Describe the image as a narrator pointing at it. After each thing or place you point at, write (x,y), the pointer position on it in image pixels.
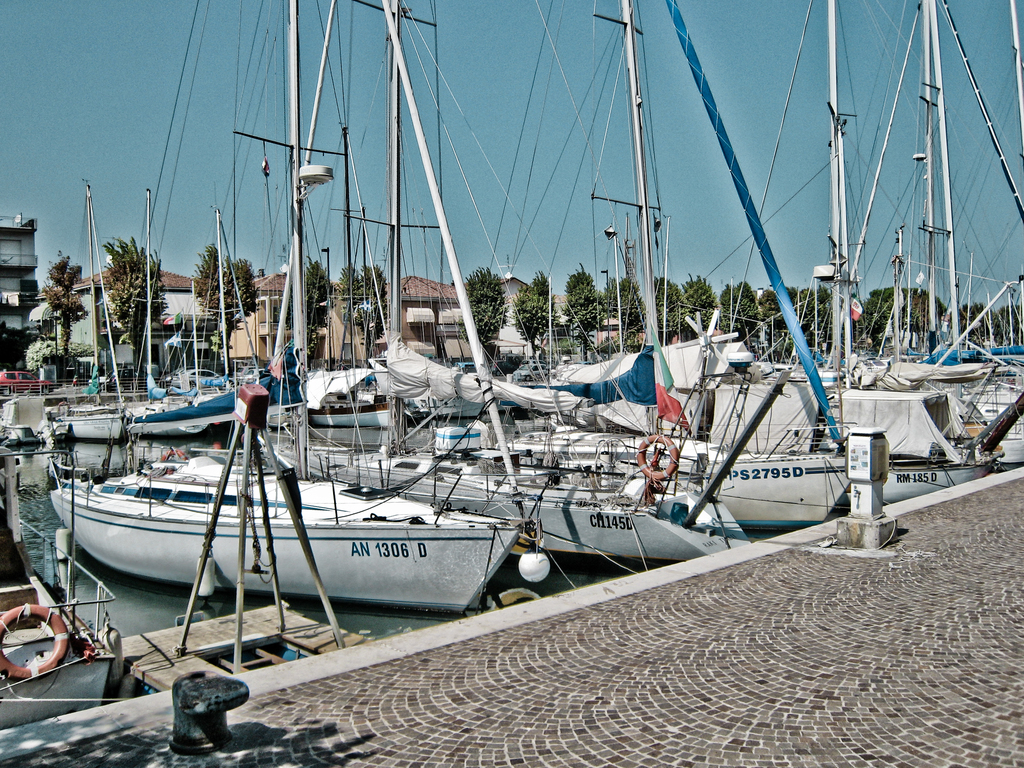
In this image we can see many watercraft (447,447). There is some text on the watercraft (423,538). There are many trees (315,286) in the image. There are few vehicles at the left side of the image (22,381). We can see the sky (437,155) in the image. There are few barriers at the left side of the image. We can see few tubes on the watercraft (104,541). We can see the lake (167,604) in the image. There are many buildings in the image.
